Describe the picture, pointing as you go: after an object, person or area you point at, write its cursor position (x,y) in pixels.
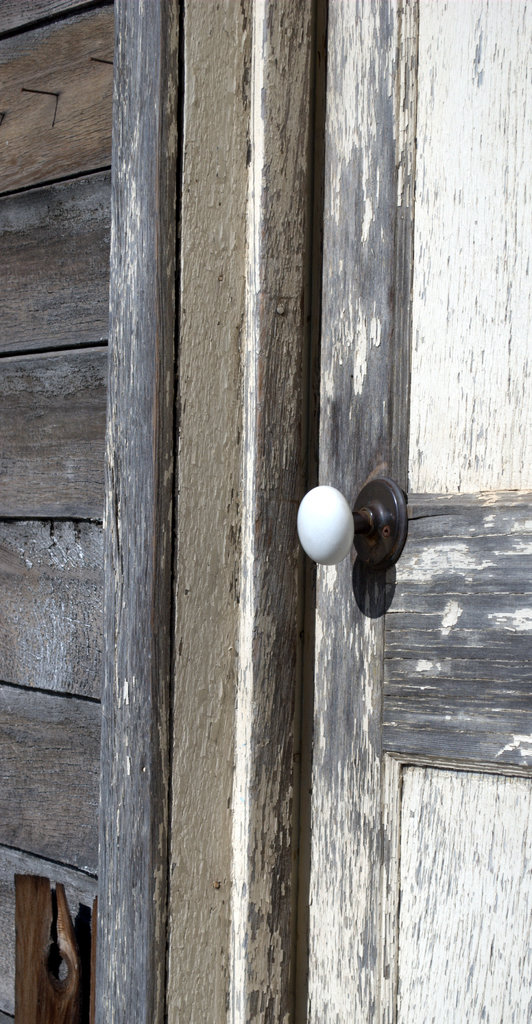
In this image we can see there is a wooden house (222,532) and a door (430,652) with a handle (401,508).
